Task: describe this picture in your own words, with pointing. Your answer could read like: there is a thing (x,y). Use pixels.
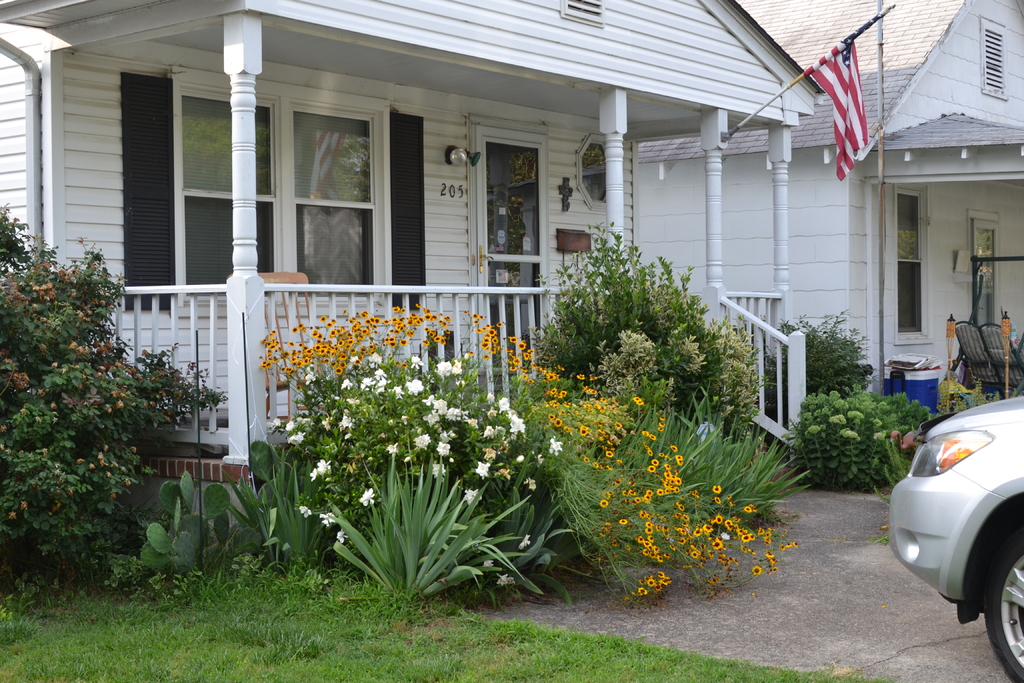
There is a building (313,121) with windows (355,201), door (526,218), pillars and railings (366,291). In front of the building (447,275) there are flowering plants (472,420). Also there is a flag (831,83) with a pole (803,78). In the ground (271,591) there is grass (475,650). On the right side (942,521) there is a vehicle (945,509). Also there is another building (913,204) with windows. In front of the building (888,316) there are some items (896,380).
